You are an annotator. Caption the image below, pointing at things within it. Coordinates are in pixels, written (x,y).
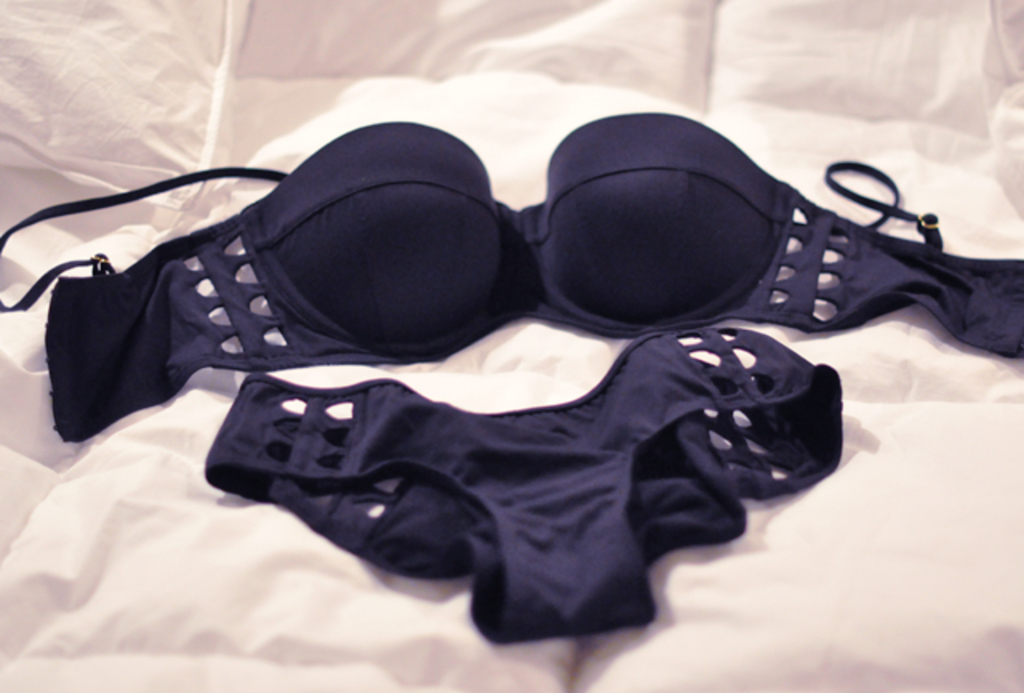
In this image we can see undergarments (544,413) on a white cloth (848,540).
